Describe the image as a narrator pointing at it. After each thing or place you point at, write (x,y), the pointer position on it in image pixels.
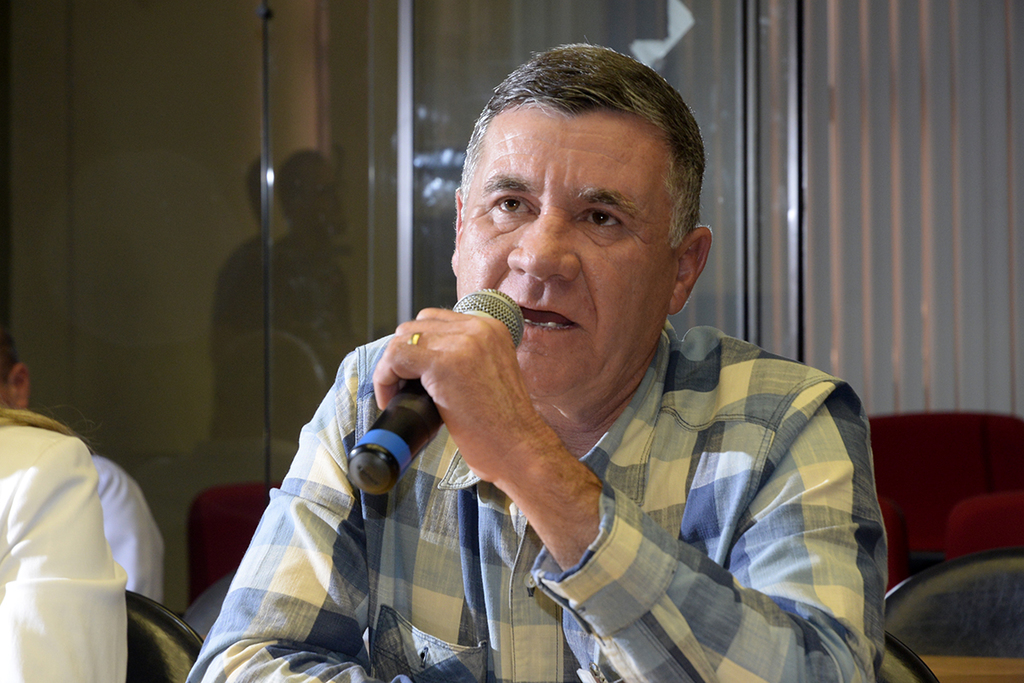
The person (664,577) is sitting in a chair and speaking in front of a mic (494,298) and there are two other persons (99,477) sitting beside him.
